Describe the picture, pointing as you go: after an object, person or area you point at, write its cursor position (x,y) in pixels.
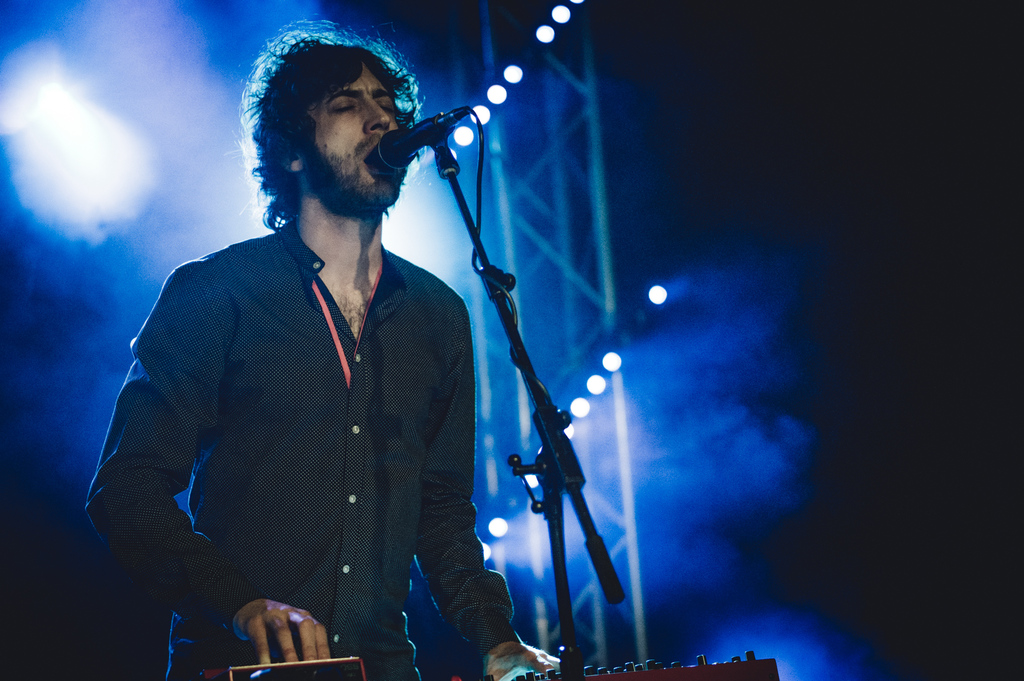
In this picture there is a person (324,356) singing and in front of him there is a mike (403,145). At the background (597,391) there are lights (558,19).
